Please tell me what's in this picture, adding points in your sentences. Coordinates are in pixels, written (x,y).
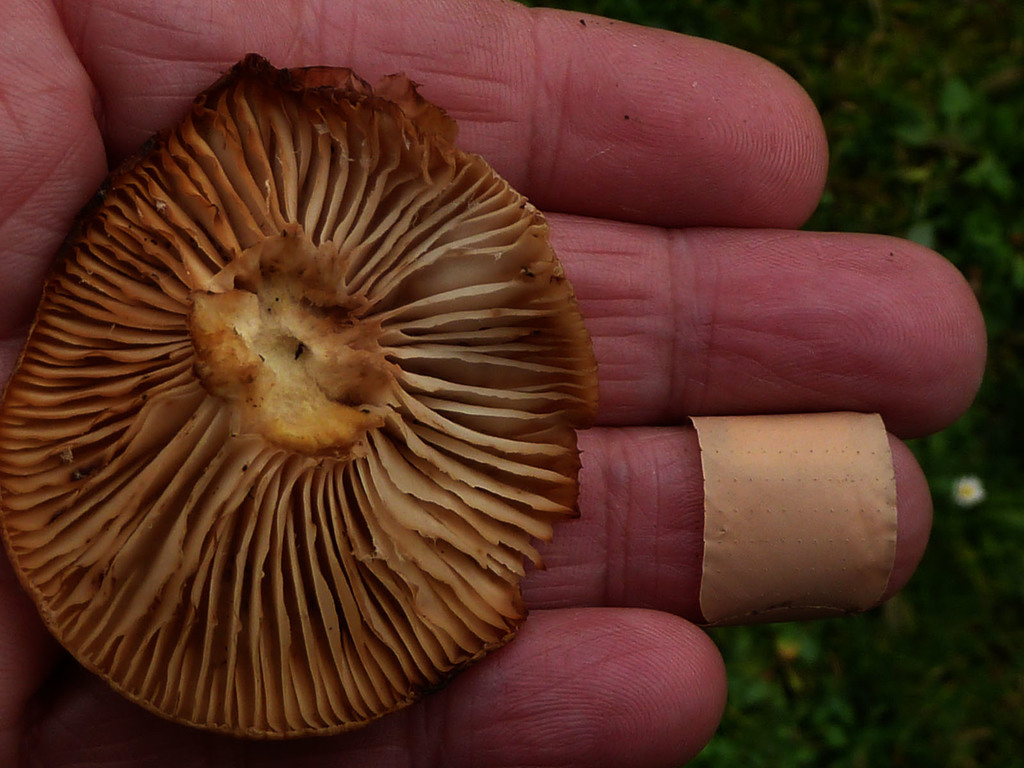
In this image, we can see a mushroom (153,279) on the person's hand (612,269) and there is a bandage (755,505) to the finger (682,516). In the background (921,195), there are plants (906,120).
